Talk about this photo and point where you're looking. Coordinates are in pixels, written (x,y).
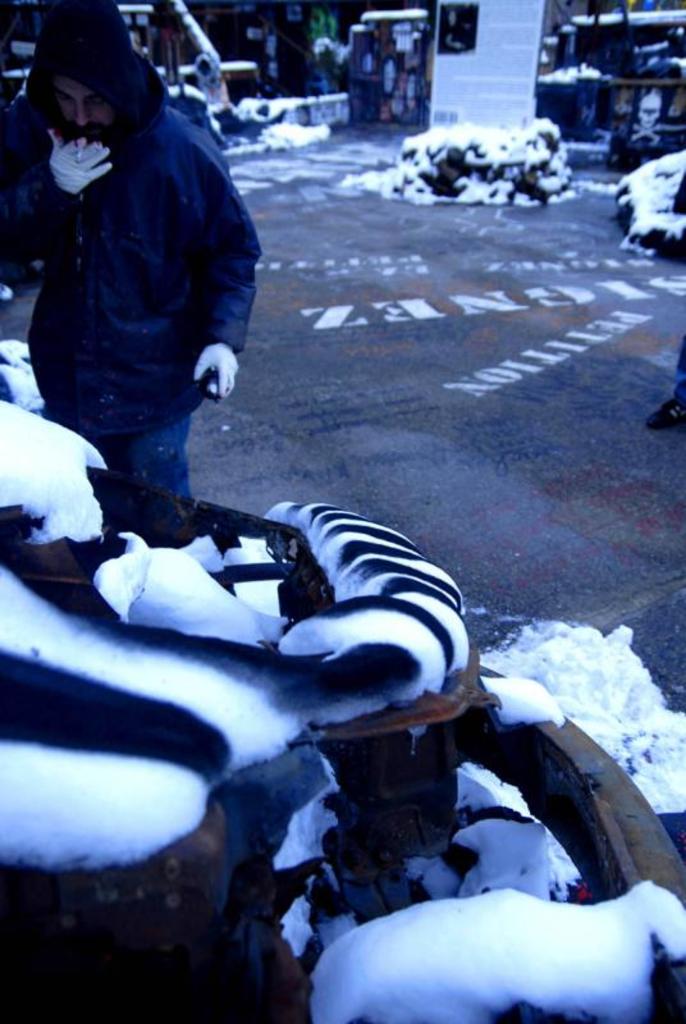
On the left side of the image (136,389) we can see a person (128,329) holding a cigarette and graffiti bottle (207,386). At the bottom of the image (668,975) we can see snow (356,957) and some objects (316,780). In the background (408,381) we can see road (419,351), building (399,74), snow (512,152) and some objects (458,163).
